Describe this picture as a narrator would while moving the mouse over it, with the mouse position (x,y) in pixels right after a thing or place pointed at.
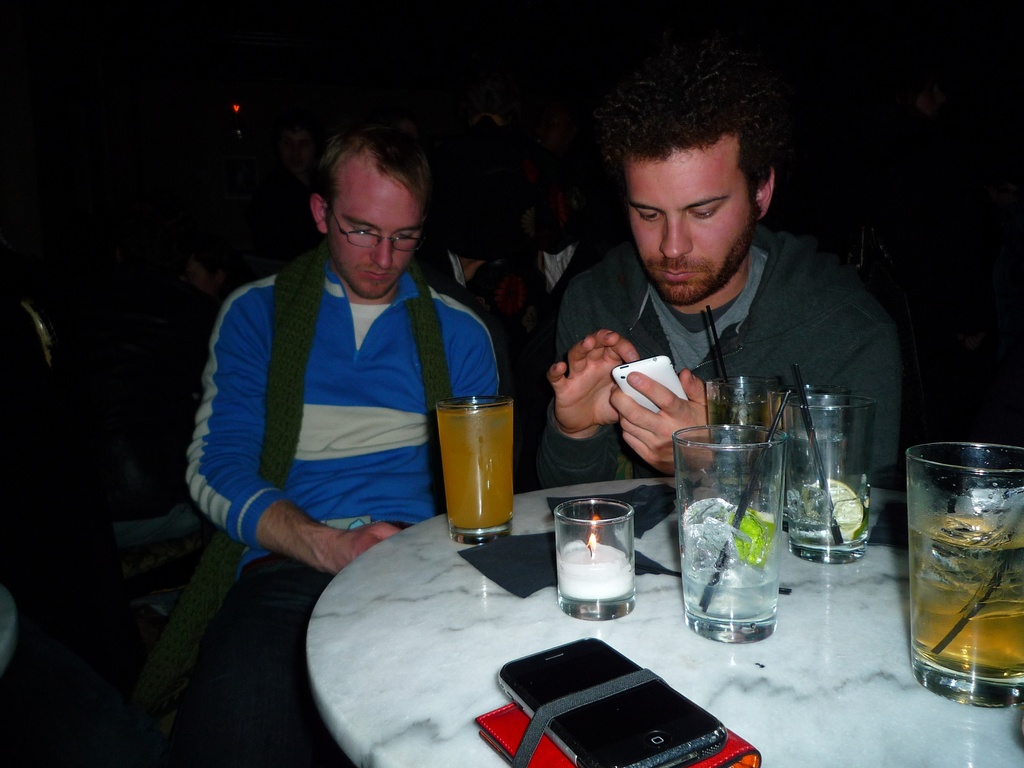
In the foreground of this image (836,690), there is a table (837,671) on which glasses (782,511), a candle (587,568), mobile phone (575,724) and a wallet (504,732) are placed. In the background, there are two men (587,337) sitting on the chairs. One man (640,391) is holding a mobile phone (671,376). In the background (567,199), there are persons (409,123) in the dark.
